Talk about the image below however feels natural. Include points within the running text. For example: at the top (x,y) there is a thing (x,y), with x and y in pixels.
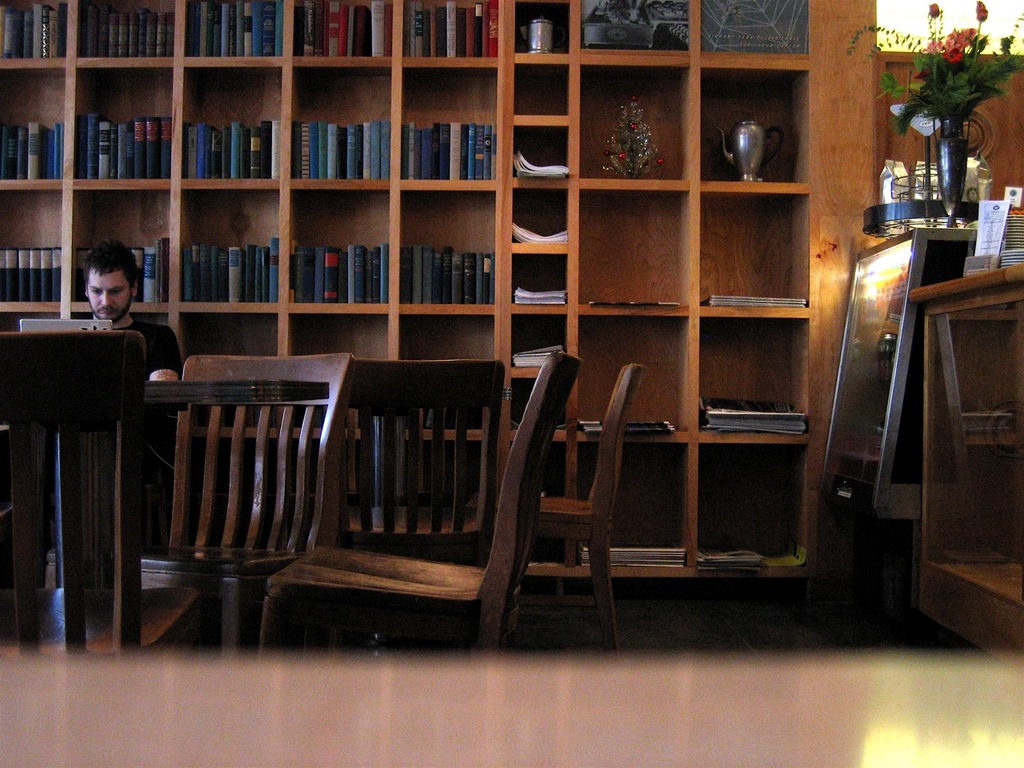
This picture describes about inside view of a room (573,295), in this we can find few books (385,266), a jug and other things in the racks (402,240), on the left side of the image (147,335) we can see a man (118,307), in front of him we can find a laptop (84,318), table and few chairs (370,456), on the right side of the image (912,89) we can see a flower vase (951,119), few bottles (889,181) and other things (927,210) on the countertop (973,286).
